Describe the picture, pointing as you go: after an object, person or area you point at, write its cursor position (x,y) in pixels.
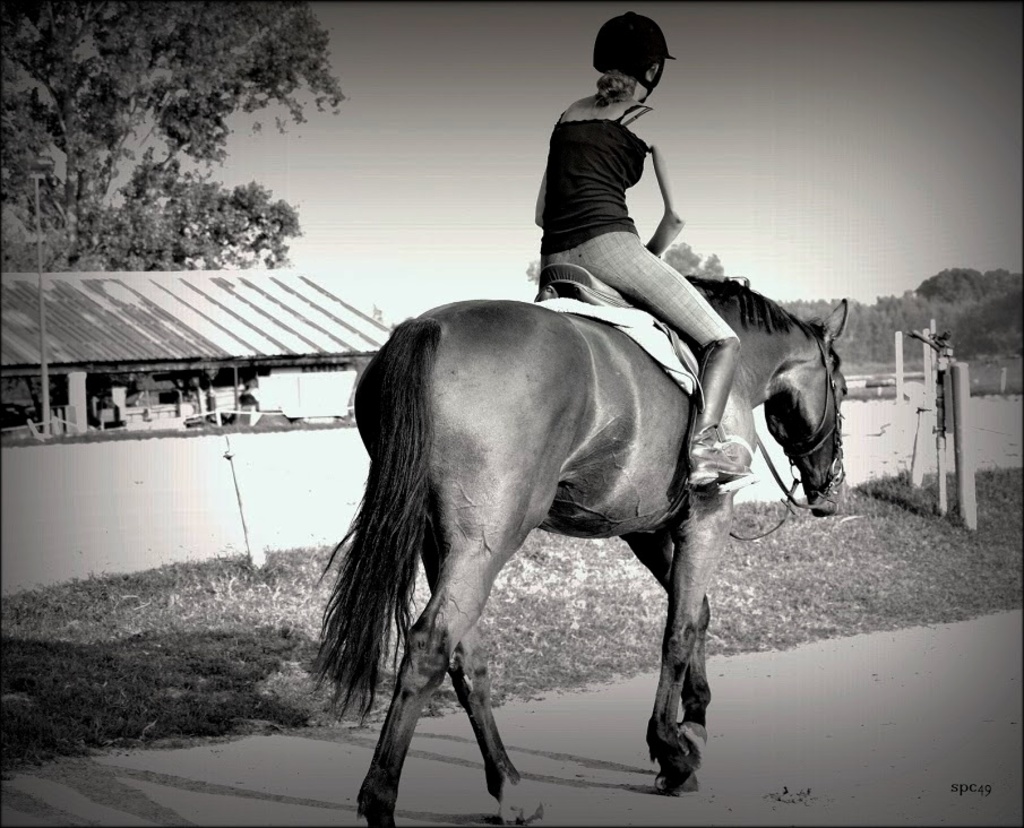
This is a black and white image. In the center of the image (654,413) we can see a person (731,336) is riding a horse (636,367). In the background of the image (302,341) we can see a shed (227,350), roof (108,348), trees (191,227), poles (966,448), grass (1003,510). At the bottom of the image (286,819) we can see the road (287,786). At the top of the image (419,145) we can see the sky (965,129).
